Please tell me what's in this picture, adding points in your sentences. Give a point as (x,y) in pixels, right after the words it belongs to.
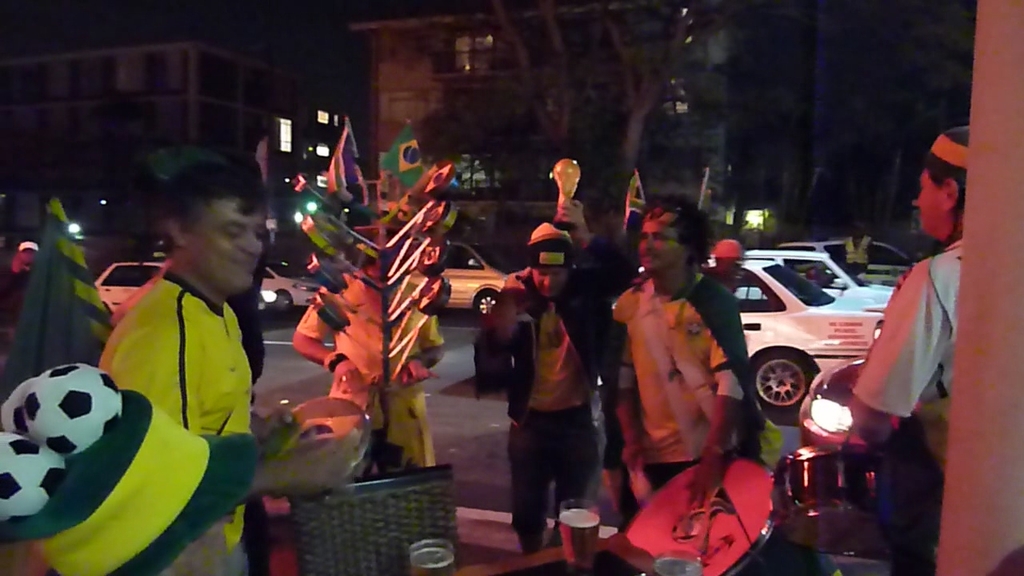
In this image, there are group of people (581,362) standing and wearing clothes (261,372). There is some cars (769,278) in the middle of the image (480,260). In the background (682,40), there are buildings (430,45).
